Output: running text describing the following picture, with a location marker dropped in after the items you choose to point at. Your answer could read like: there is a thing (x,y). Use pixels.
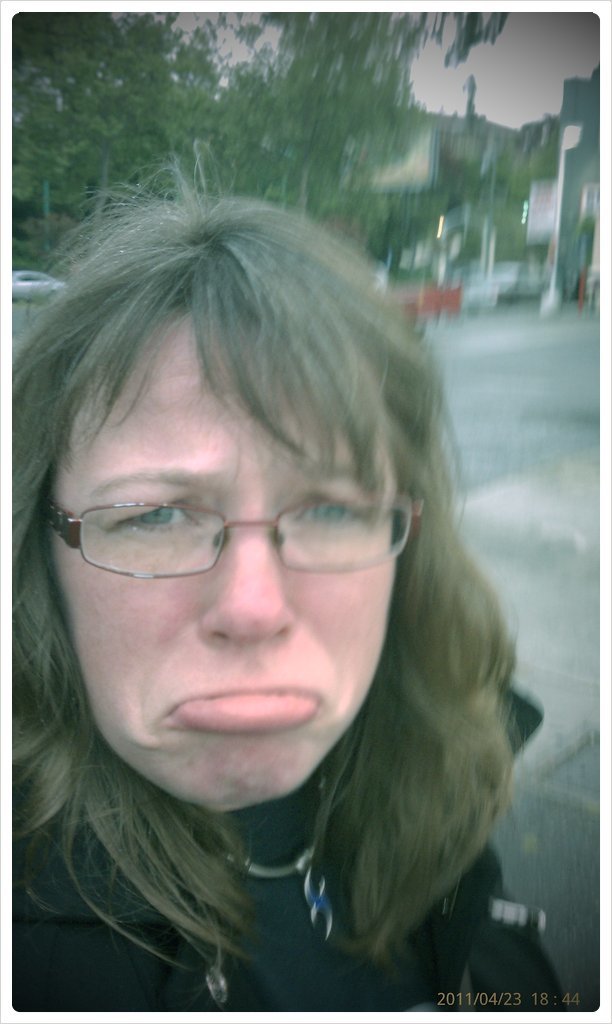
In this image we can see a person (274,572) with a specs (201,552). In the background (393,161) there are trees (461,170). And it is looking blur in the background (34,138). Also we can see a car (35,280). At the bottom right corner (477,993) something is written on the image.
